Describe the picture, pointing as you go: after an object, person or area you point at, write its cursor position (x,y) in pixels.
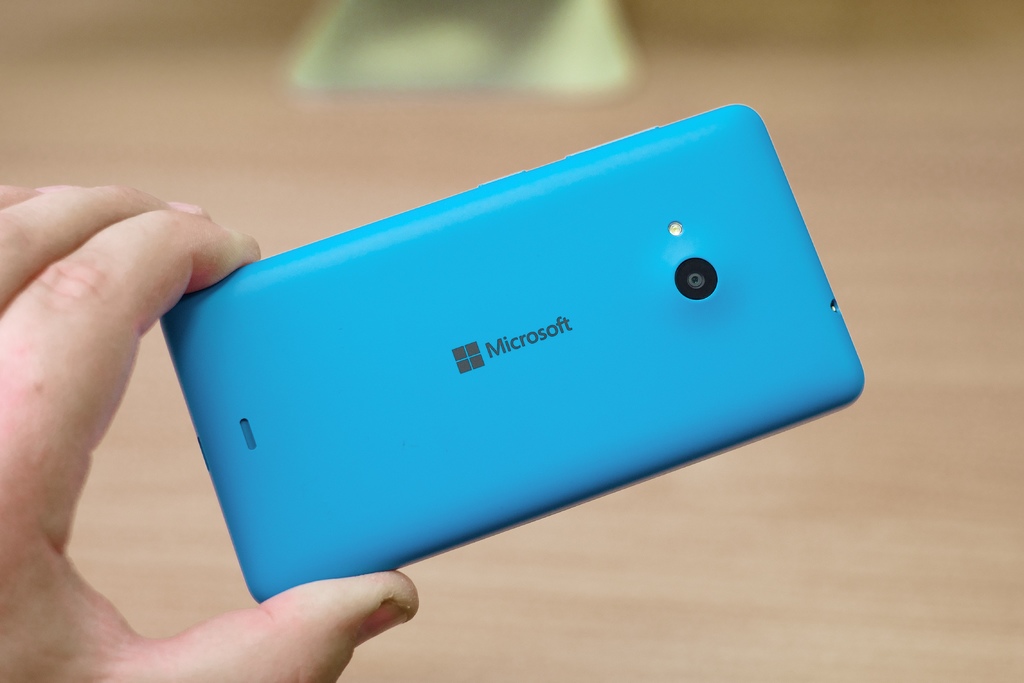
In this image in front (4,471) we can see hand (186,282) of a person (64,233) holding the mobile (539,387). At the top of the image (538,55) there is some object (527,47) on the surface (391,161).
